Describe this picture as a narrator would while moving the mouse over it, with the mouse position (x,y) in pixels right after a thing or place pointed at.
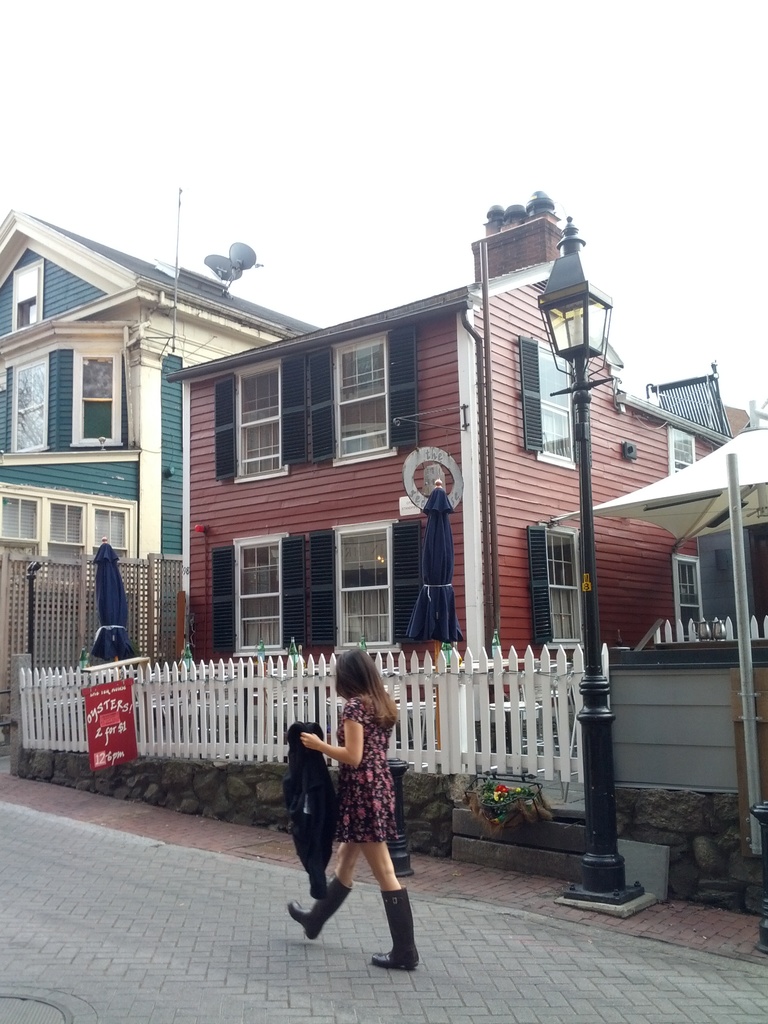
This is an outside view. At the bottom (369,838) there is a woman (366,798) holding a jacket (305,775) in the hand (321,745) and walking on the road (170,940) towards the left side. Beside the road (21,812) there is a fencing (451,713) and a light pole (592,789). In the background (259,549) there are few buildings (267,522). At the top of the image (342,126) I can see the sky (369,164).
